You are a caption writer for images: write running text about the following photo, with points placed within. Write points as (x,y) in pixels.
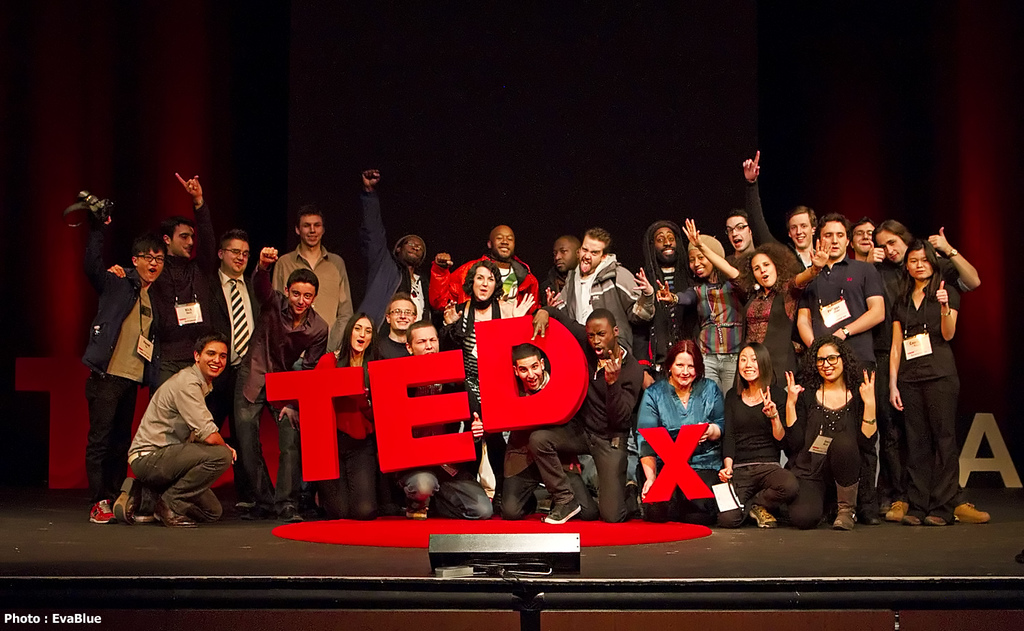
This image consists of many people (361,446) on the dais (609,554). They are holding TEDx (496,419) in their hands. At the bottom (222,572), there is a dais (76,599). In the background (967,26), there are curtains (233,96).
